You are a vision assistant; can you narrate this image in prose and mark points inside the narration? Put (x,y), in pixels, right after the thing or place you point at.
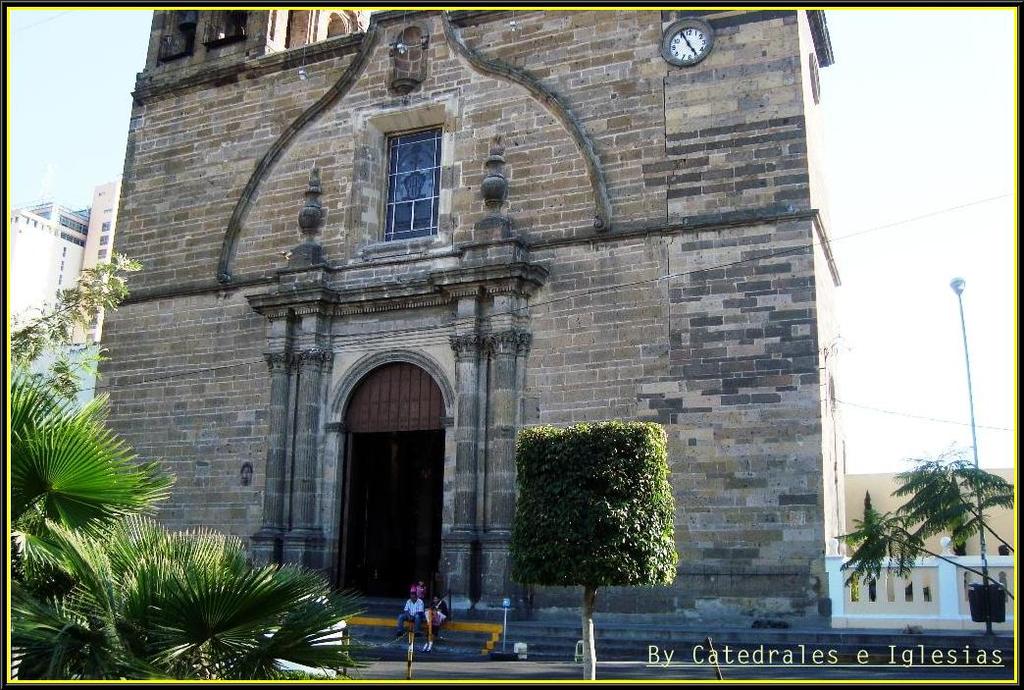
In this picture I can observe a building (471,291) which is in grey color. There is a clock (687,55) on the right side (687,37). I can observe three members (419,611) sitting on the steps (470,638). There is some text (952,656) on the bottom right side of the picture (757,650). I can observe some plants (97,531) in this picture. In the background (892,121) there is a sky (39,120).
